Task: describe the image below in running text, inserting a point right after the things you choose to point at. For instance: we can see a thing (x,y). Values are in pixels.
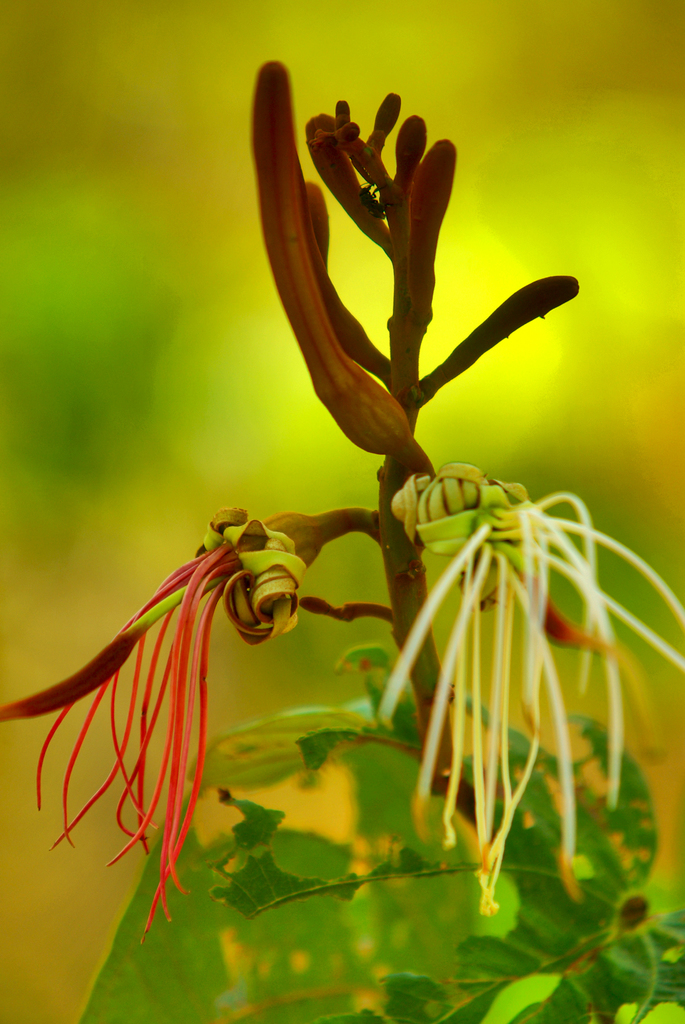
In this image we can see a plant (481,786) with buds (354,431) and in the background (467,25) the image is blur.
